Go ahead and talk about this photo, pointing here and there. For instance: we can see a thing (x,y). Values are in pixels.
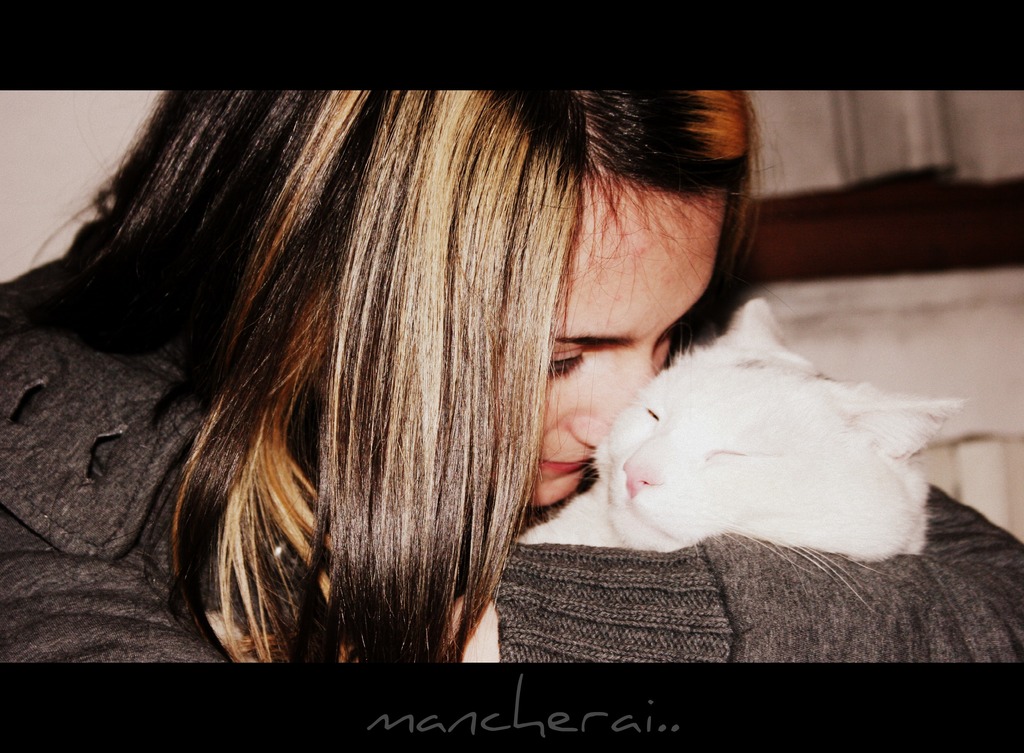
In this picture there is a woman (287,492) holding a white cat (719,515). This picture seems to be a frame (617,699) and to the below there is text (496,722). In the background (102,137) there is wall (52,130).
